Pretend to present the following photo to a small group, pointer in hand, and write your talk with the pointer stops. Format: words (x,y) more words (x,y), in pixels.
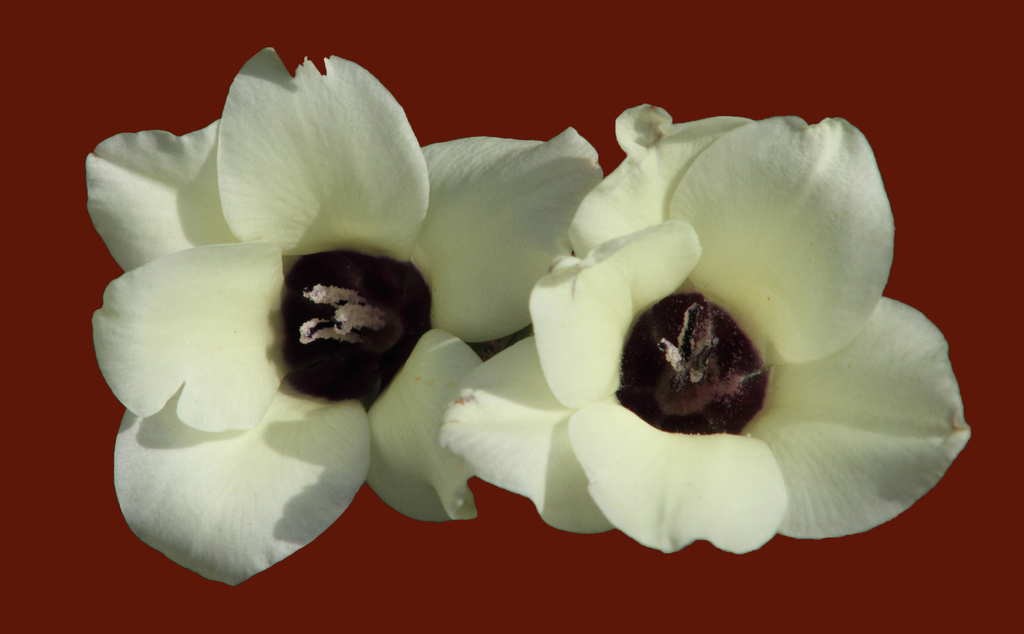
In this image, we can see flowers (514,255) on the red background (928,287).
